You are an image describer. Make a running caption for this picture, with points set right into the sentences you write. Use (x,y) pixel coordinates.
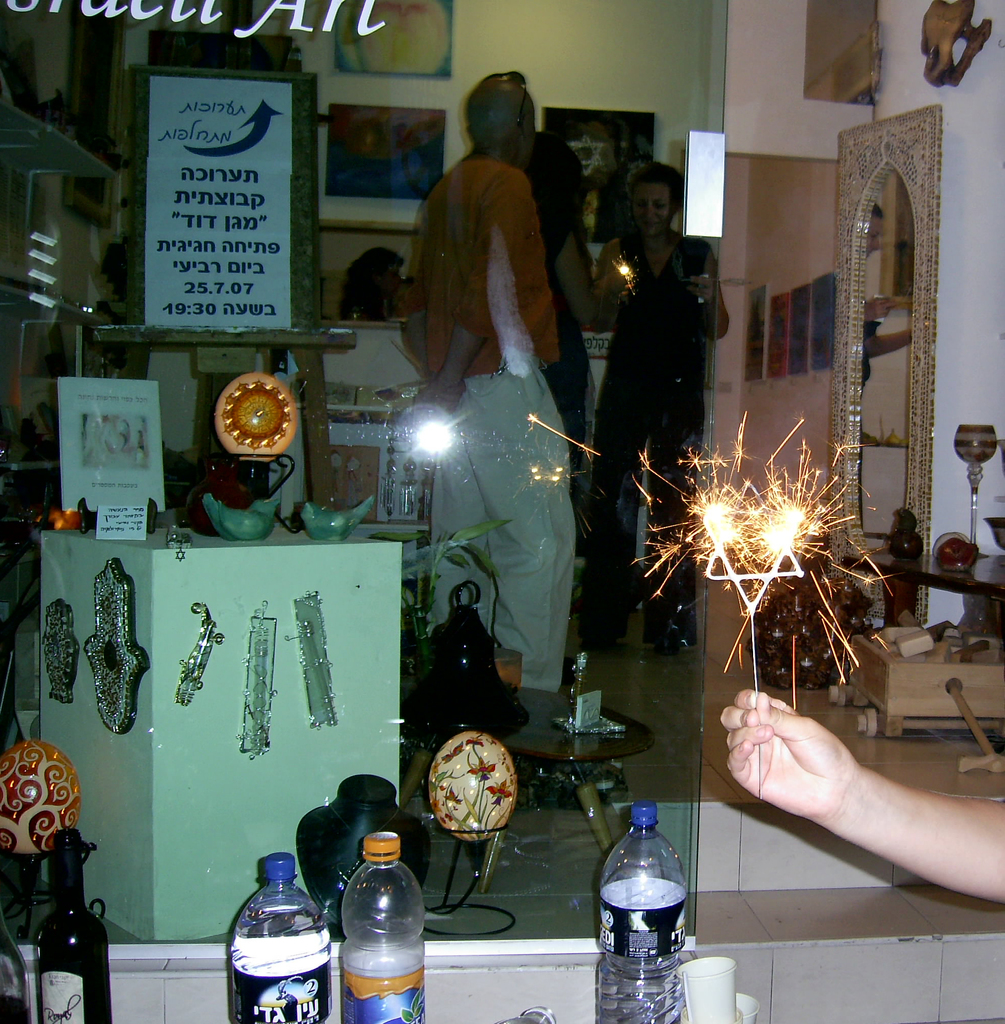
In the center (554,408) we can see the three persons (573,253) were standing. In the bottom (674,939) we can see some water bottles (624,948), in the left side (172,665) we can see some stand (193,595). And in the right side (930,852) we can see some human hand (843,830). And back of him we can see mirrors (930,413) and few objects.
